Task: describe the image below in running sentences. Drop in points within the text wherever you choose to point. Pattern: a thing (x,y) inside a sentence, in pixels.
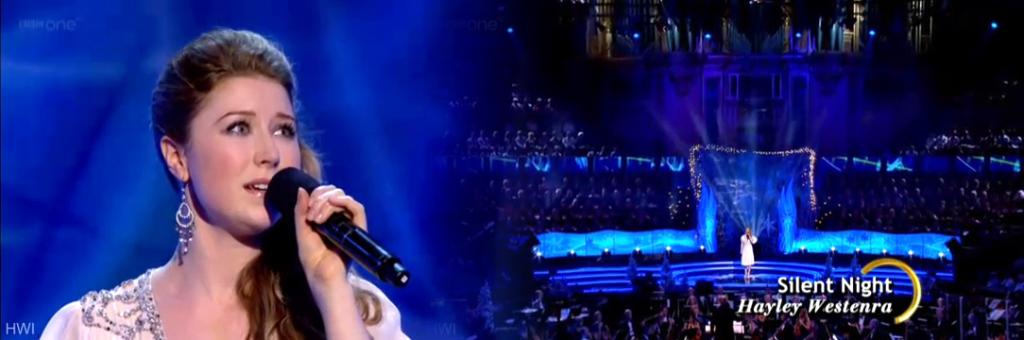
In this image I can see the woman (275,105) is holding a microphone (302,179). On the right side (761,321), I can see people (715,310) and the woman (747,270) is standing on the stage (734,269). I can also see stage lights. Here I can see a watermark (818,307).
